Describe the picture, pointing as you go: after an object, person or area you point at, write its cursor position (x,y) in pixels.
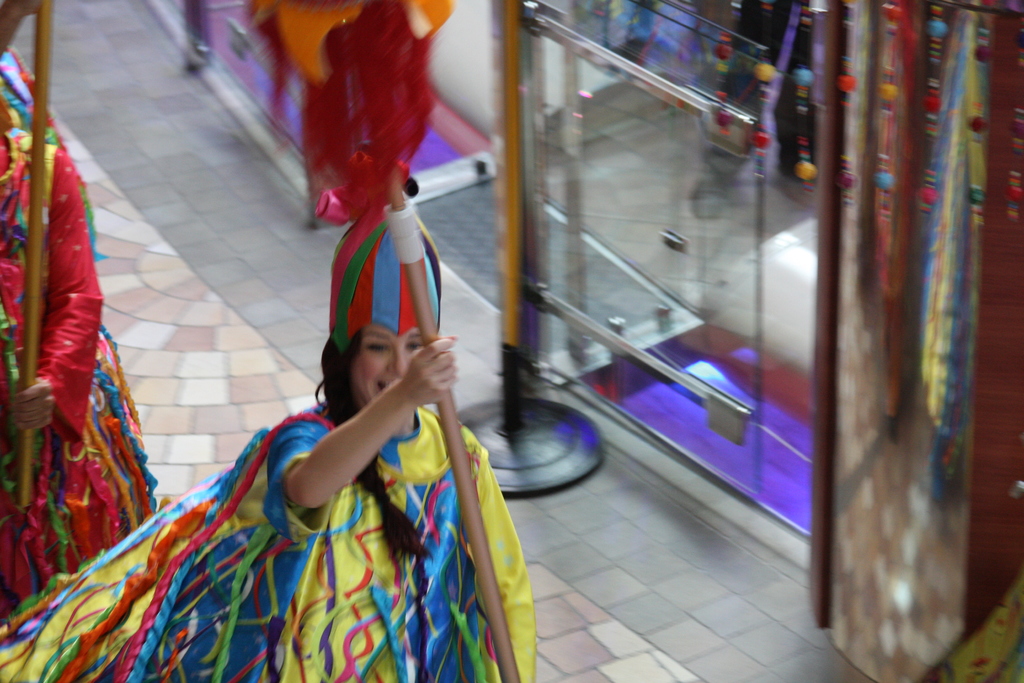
In this picture I can see two persons (184,679) standing and holding wooden sticks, and in the background (693,245) there are some objects (655,265).
